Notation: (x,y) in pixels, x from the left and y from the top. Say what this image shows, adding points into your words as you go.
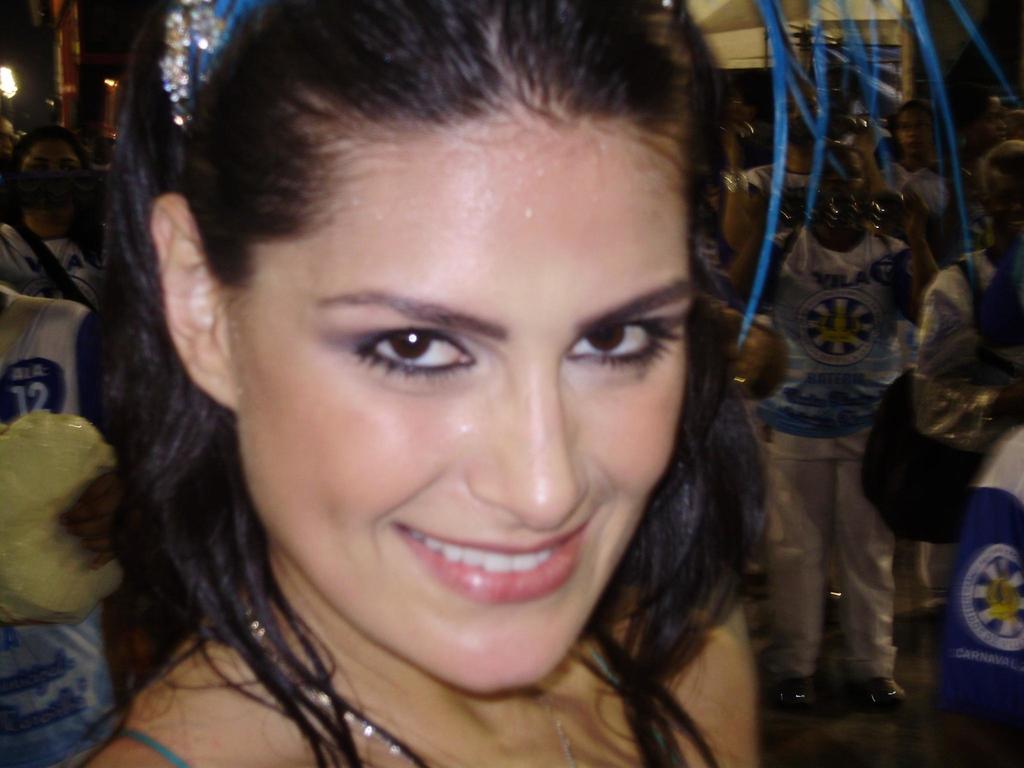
In this picture we can see a woman (592,500) is smiling in the front (406,573), in the background (782,539) there are some people (902,307) standing, we can see a light (1,83) on the left side (13,78).
